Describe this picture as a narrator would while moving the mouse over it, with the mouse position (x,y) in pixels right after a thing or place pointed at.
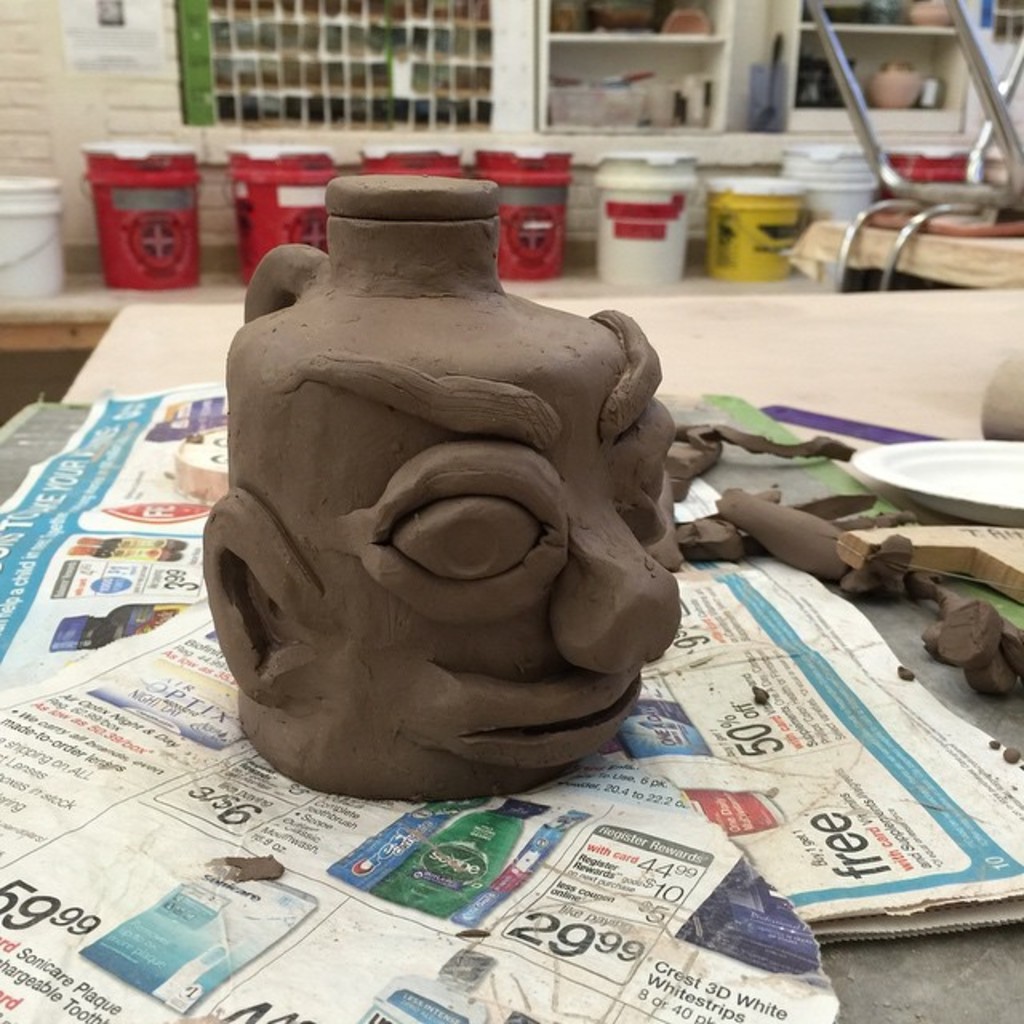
Here I can see a clay toy (459,464). It is placed on the papers (249,816), these papers (527,872) are placed on a table (883,992). On the right side (973,465) there is a plate (981,473) and some objects (799,446). In the background (30,178) there are few buckets (264,193) placed on a bench (86,336), behind there is a wall (70,110) and also I can see few racks (683,82) in which some objects (679,22) are placed. In the top right (862,98) there is a metal object (936,193).
